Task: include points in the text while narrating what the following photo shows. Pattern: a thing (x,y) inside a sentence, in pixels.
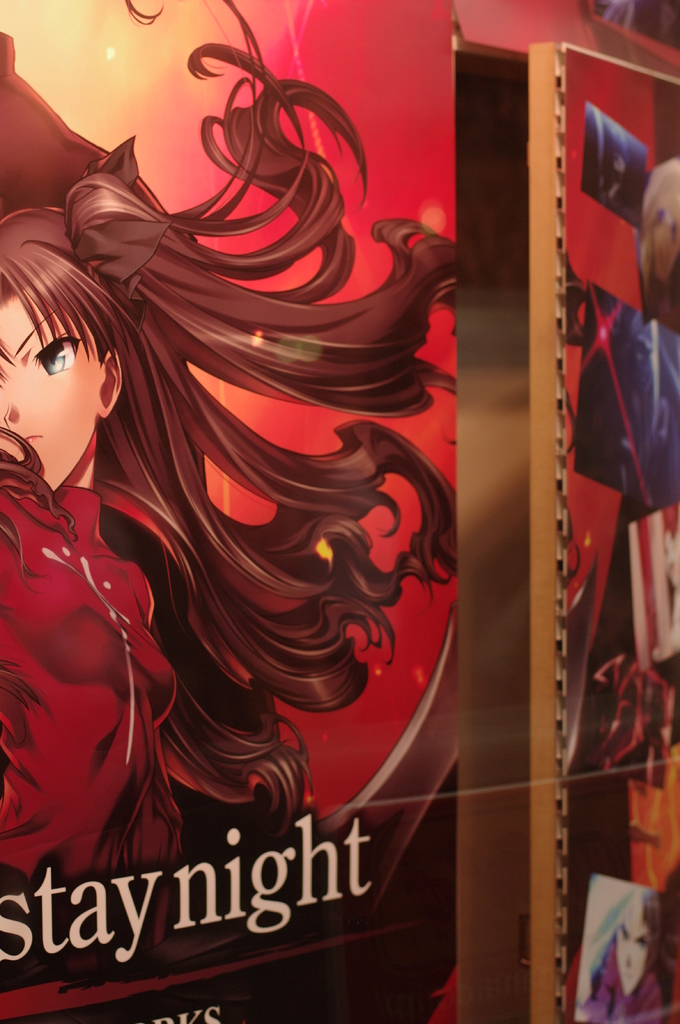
In this image we can see photo frames (667,482). At the bottom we can see some text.
